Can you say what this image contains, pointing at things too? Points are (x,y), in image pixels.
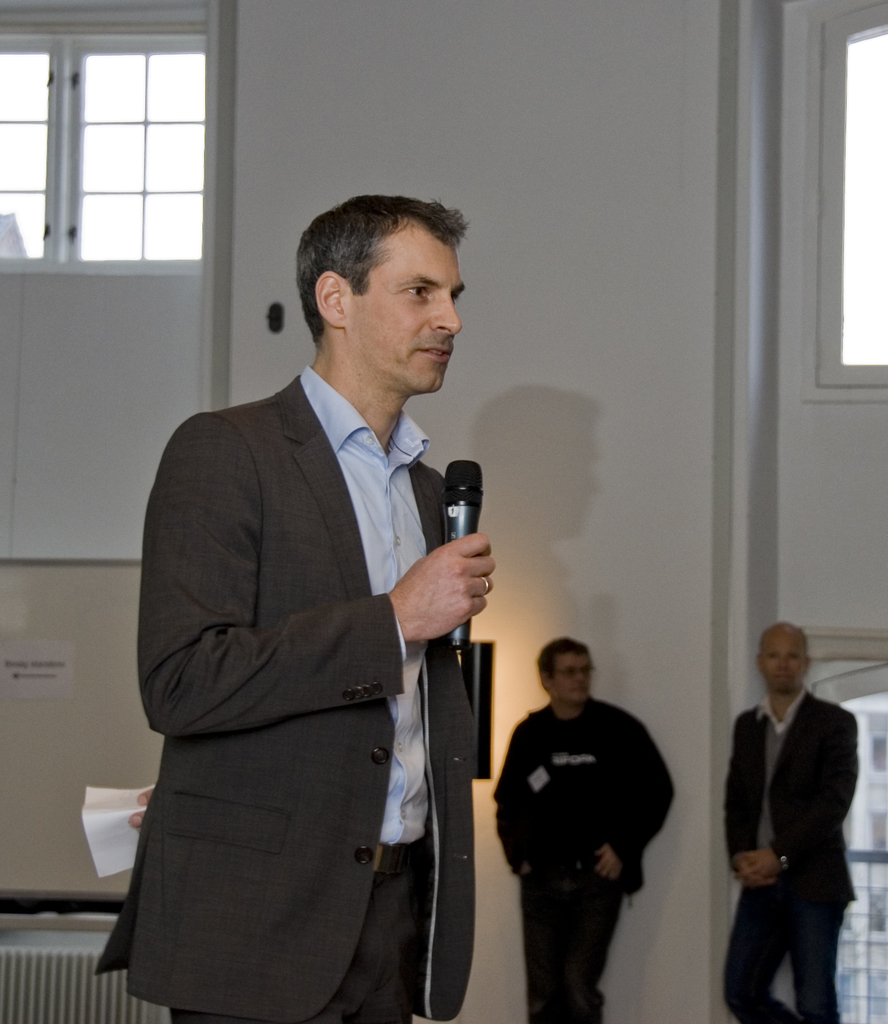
In this picture we can see three persons (452,949) standing on the floor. He is holding a mike (449,498) with his hand (459,577). On the background (520,244) there is a wall (599,202). And this is window (152,132).
